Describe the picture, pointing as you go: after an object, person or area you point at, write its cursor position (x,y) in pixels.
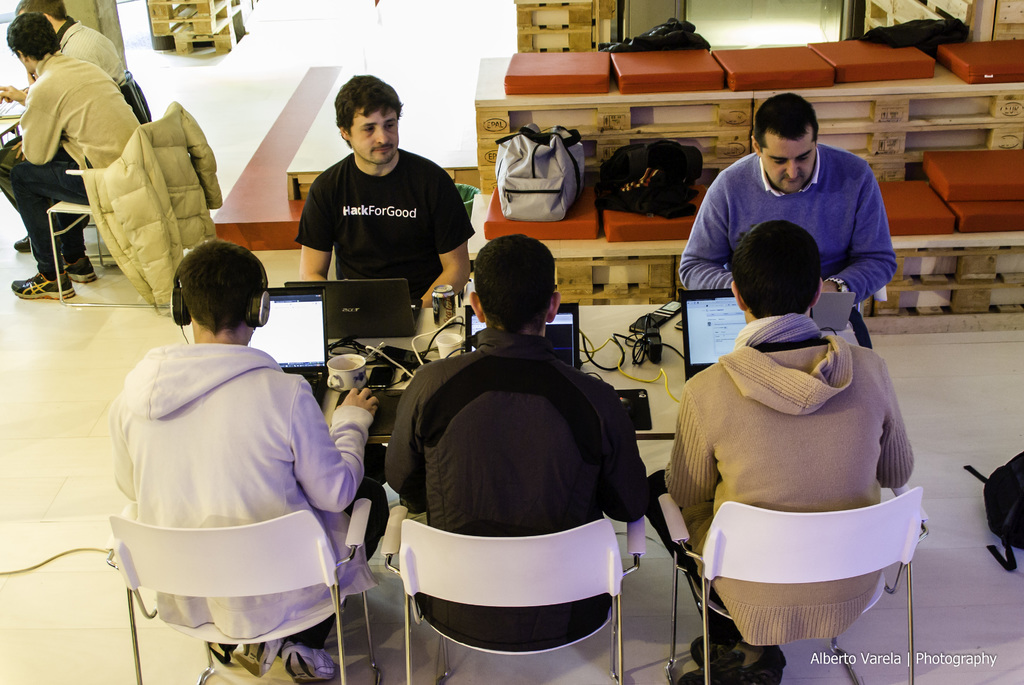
Here we see group of people (525,371) seated on the chairs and we see a table (323,402), on the table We see some laptops (386,327) and tea cups (332,363) and we see few backpacks (548,137) on the bench (688,116).
